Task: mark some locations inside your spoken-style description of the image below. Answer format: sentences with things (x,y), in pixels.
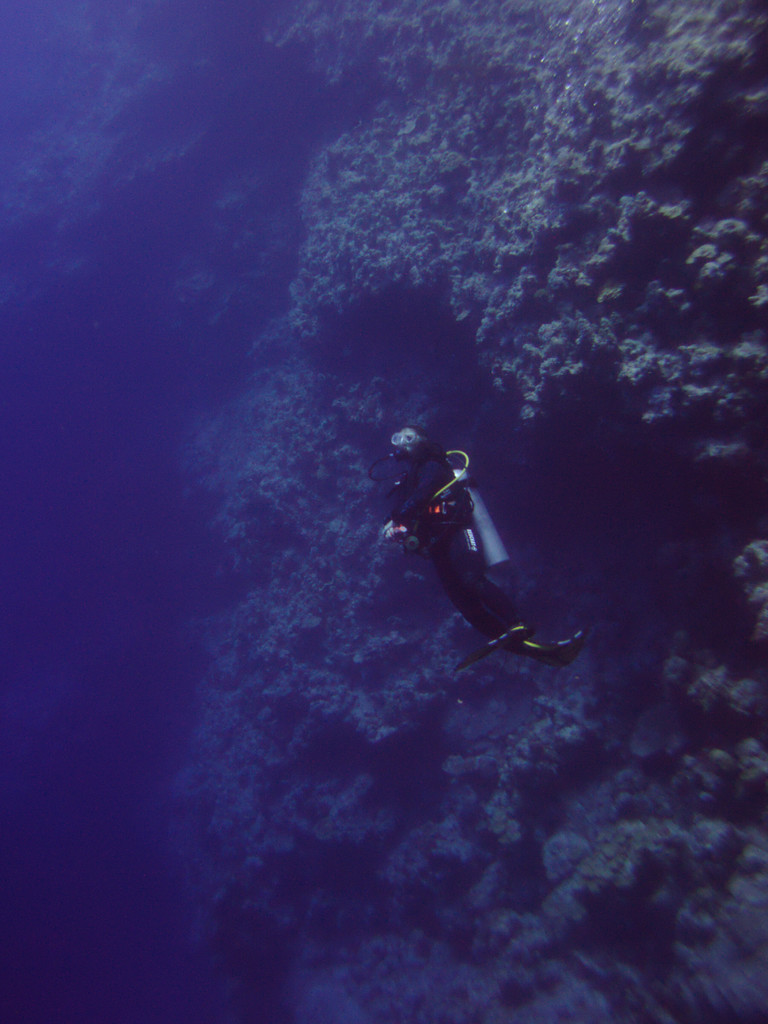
This image is clicked inside the water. In the center (427,503) there is a person (471,588) performing scuba diving. Behind him there are marine plants (359,840) in the water (204,878).
